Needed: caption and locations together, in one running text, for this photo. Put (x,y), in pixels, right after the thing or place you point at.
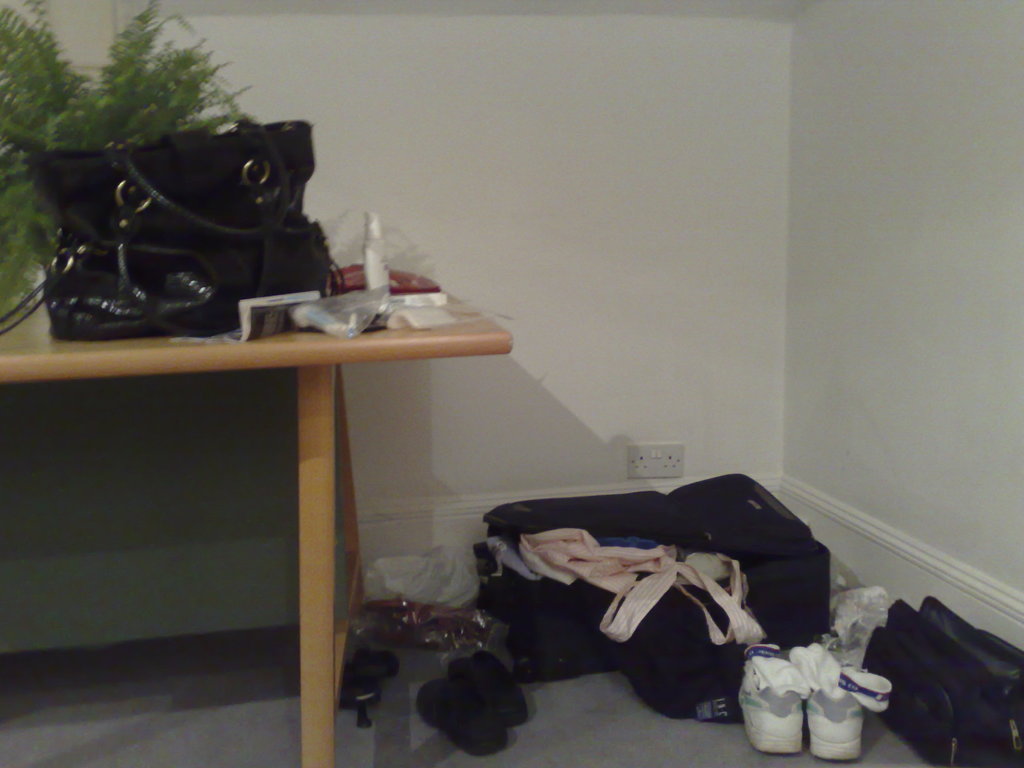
As we can see in the image there is a white color wall (590,289), table (380,334). On table (398,340) there is a bottle (384,263) and black color handbag (121,237). On floor (162,682) there is a suitcase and shoes (833,711).
